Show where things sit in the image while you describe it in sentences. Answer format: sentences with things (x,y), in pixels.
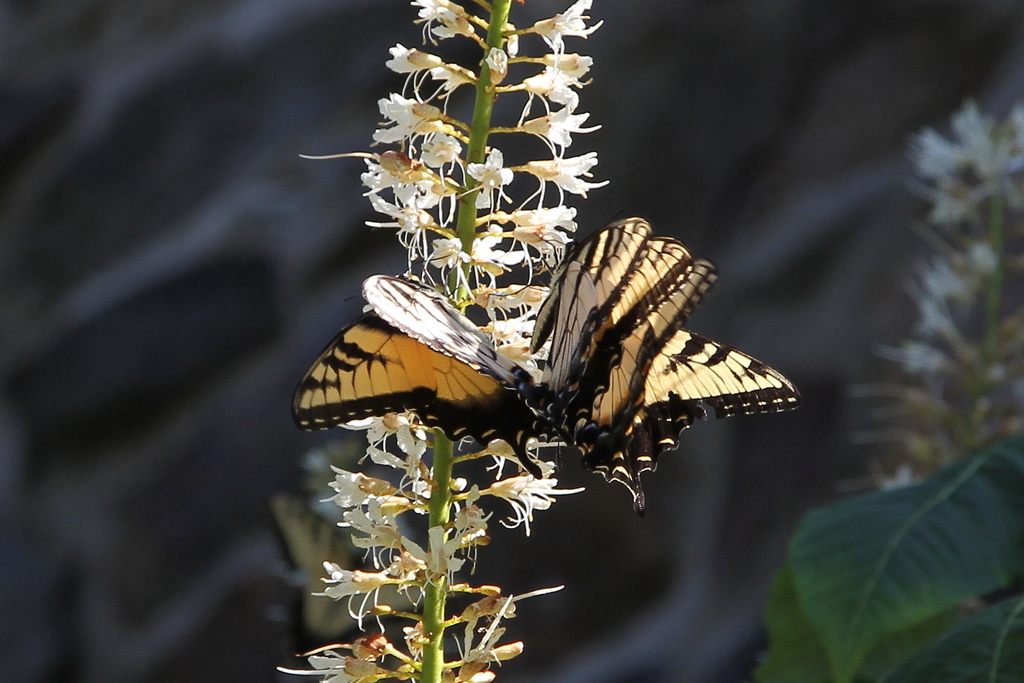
In this image I can see a stem (479,109) along with the flowers (430,568) and also I can see two butterflies (518,369) on the flowers (516,357). On the right side (940,341) few leaves (919,566) and flowers (938,287) are visible. The background (97,579) is blurred.
